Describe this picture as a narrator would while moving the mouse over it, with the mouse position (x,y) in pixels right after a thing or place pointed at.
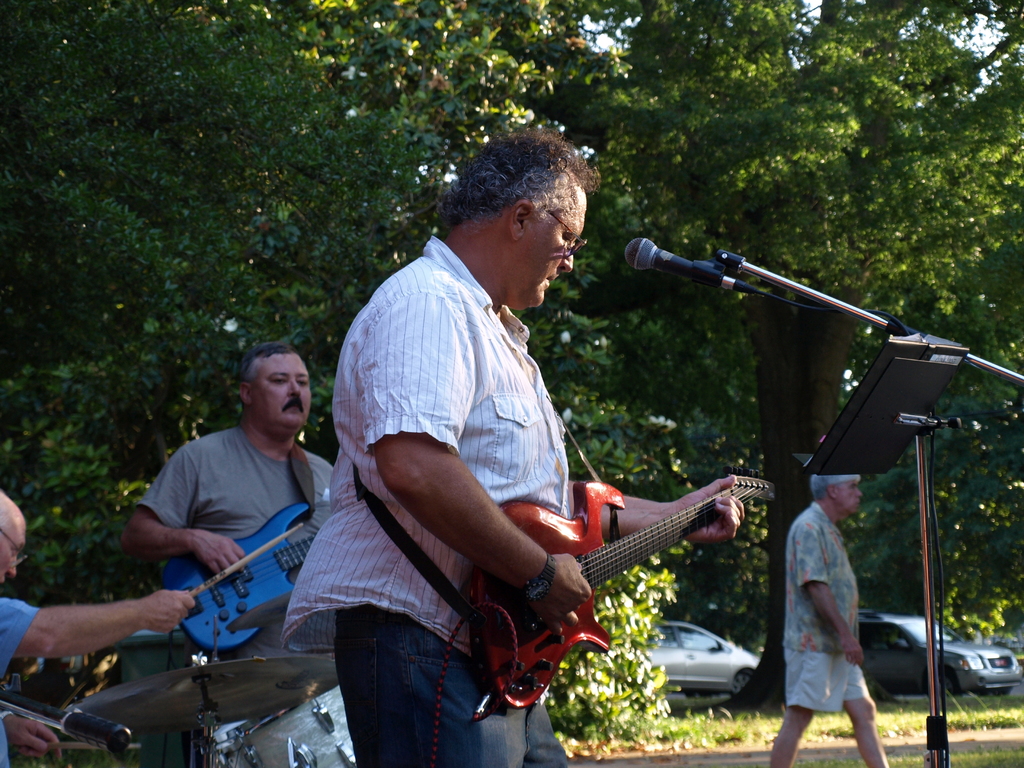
In this picture we can see a man (387,746) who is playing guitar (623,569). This is mike (672,257). And here we can see one more person (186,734) playing a guitar (281,555). And these are some musical instruments (207,723). On the background (327,137) we can see some trees (892,177). And these are the vehicles (891,665) and this is grass (712,728).
